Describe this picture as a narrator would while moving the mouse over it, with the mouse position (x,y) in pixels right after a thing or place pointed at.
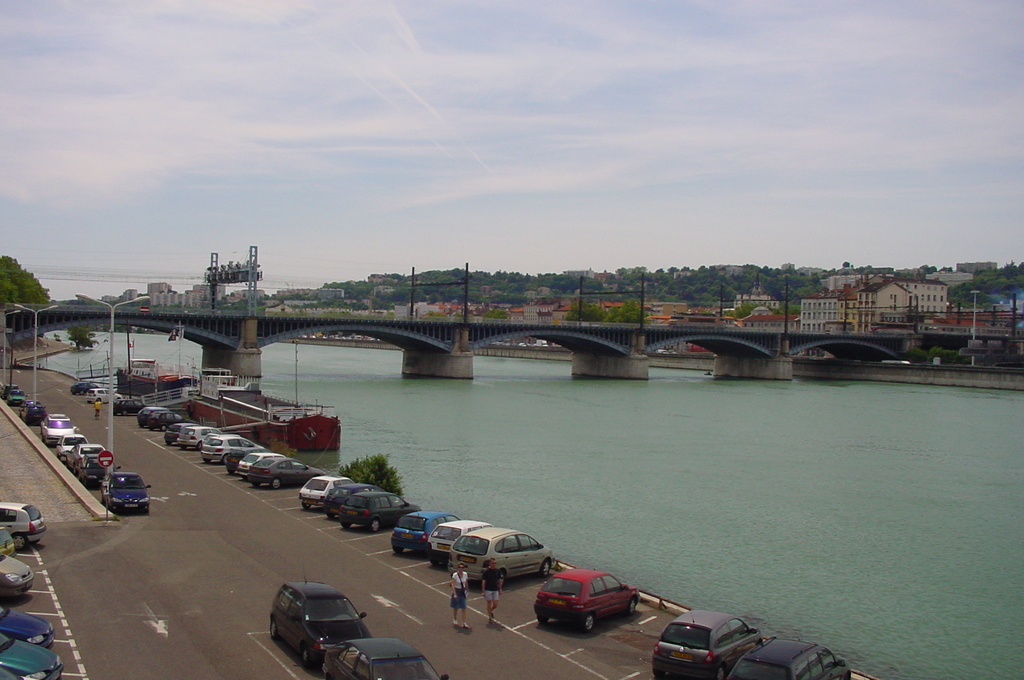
In this image I see the road (231,497) on which there are number of vehicles (2,513) and I see few people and I see the light poles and I see the water (558,443). In the background (247,352) I see the bridge (762,344) and I see number of buildings (795,319) and I see the sky (371,139).
